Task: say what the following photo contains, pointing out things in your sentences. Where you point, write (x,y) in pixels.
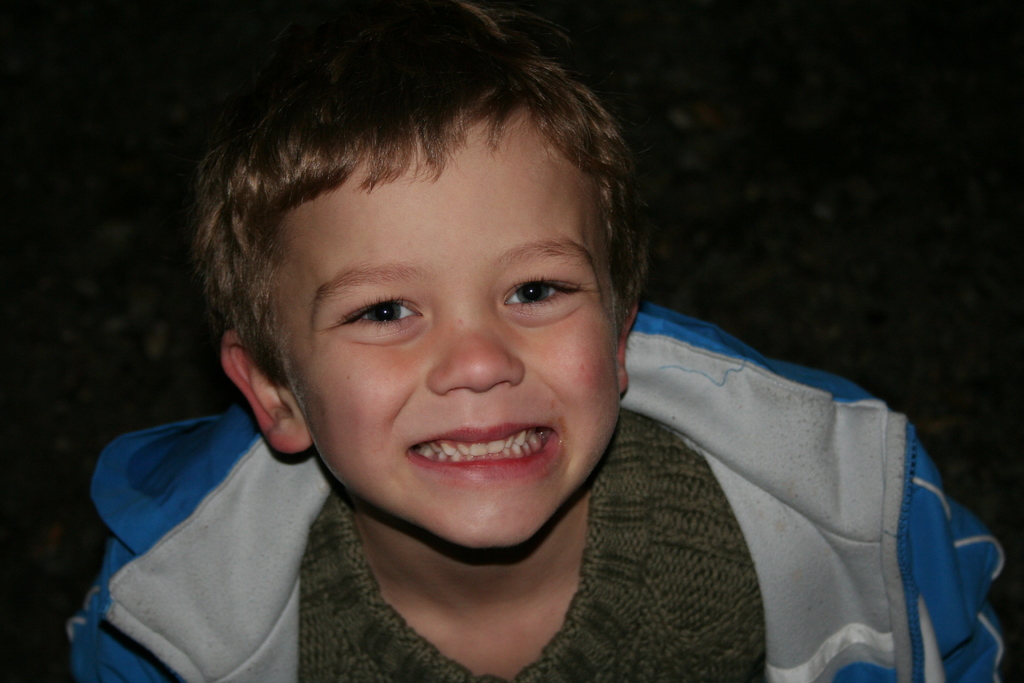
In this picture, we see the boy (483,412) is wearing the green T-shirt (631,621) and the blue jacket (100,487). He is smiling. In the background (777,199), it is black in color. This picture might be clicked in the dark.
